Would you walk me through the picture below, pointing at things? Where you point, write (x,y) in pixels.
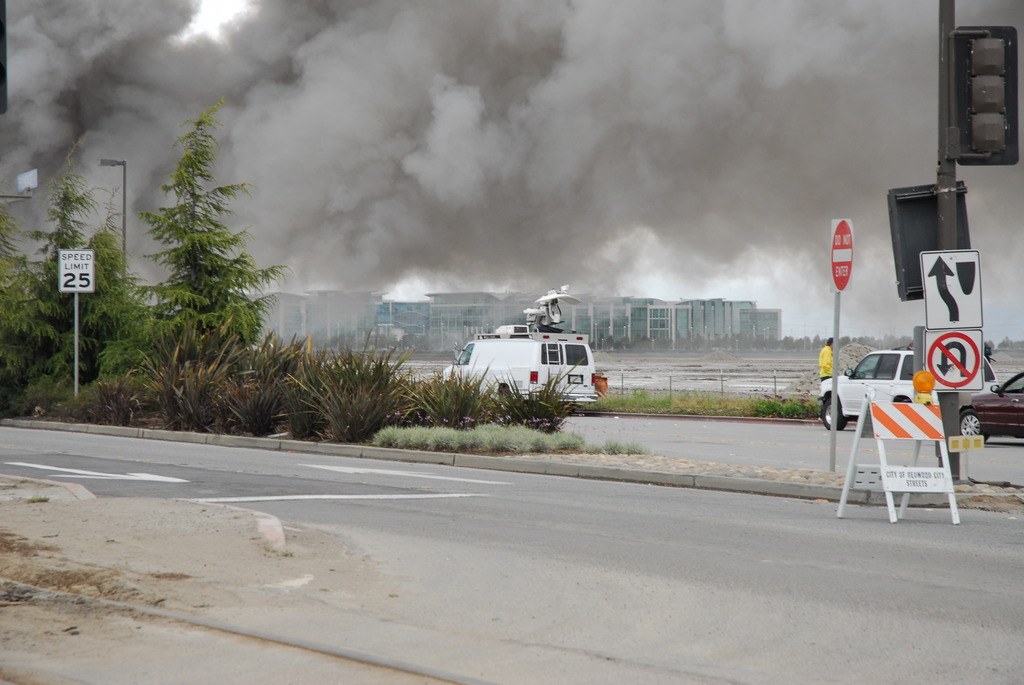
In this image we can see vehicles (535,319) on the road (625,430), beside that we can see one person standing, on the right (882,433) we can see sign boards (980,315), text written on the board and signal pole (954,146). And on the left (197,175) we can see the trees (67,180), plants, grass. And we can see the buildings (652,318), beside that we can see fumes (400,152), at the top (202,17) we can see the sky (775,290).
